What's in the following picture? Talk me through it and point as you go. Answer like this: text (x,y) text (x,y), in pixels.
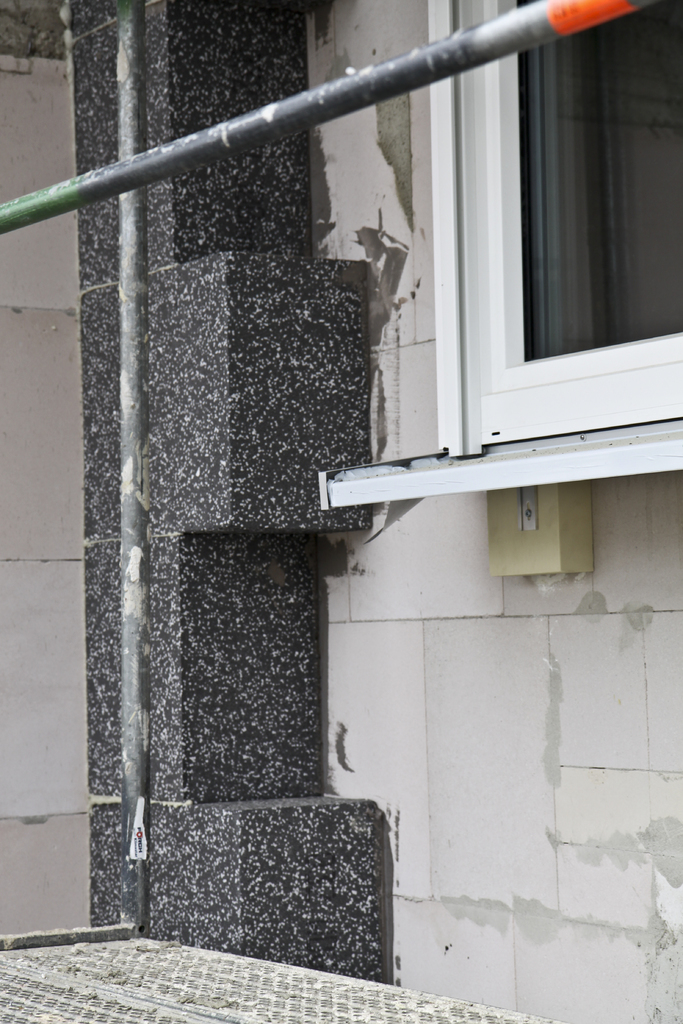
In this image I can see the wall (489,756) which is cream in color, a pillar (282,688) which is white and black in color, few metal poles (205,139), a window (649,219) and an object (528,549) which is cream in color to the wall (488,575).
